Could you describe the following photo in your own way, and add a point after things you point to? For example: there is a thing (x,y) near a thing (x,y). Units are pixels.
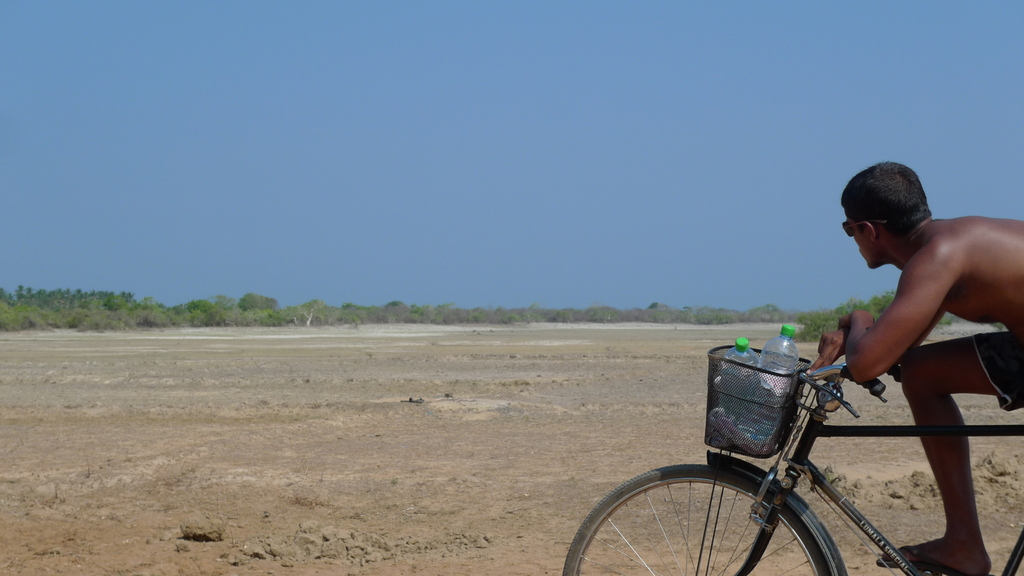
In this image i can see a man (964,264) on a bicycle (765,471) there are two bottles (778,354) in a basket (745,389) at the back ground (588,313) i can see a tree (586,317) and a sky (563,264).
